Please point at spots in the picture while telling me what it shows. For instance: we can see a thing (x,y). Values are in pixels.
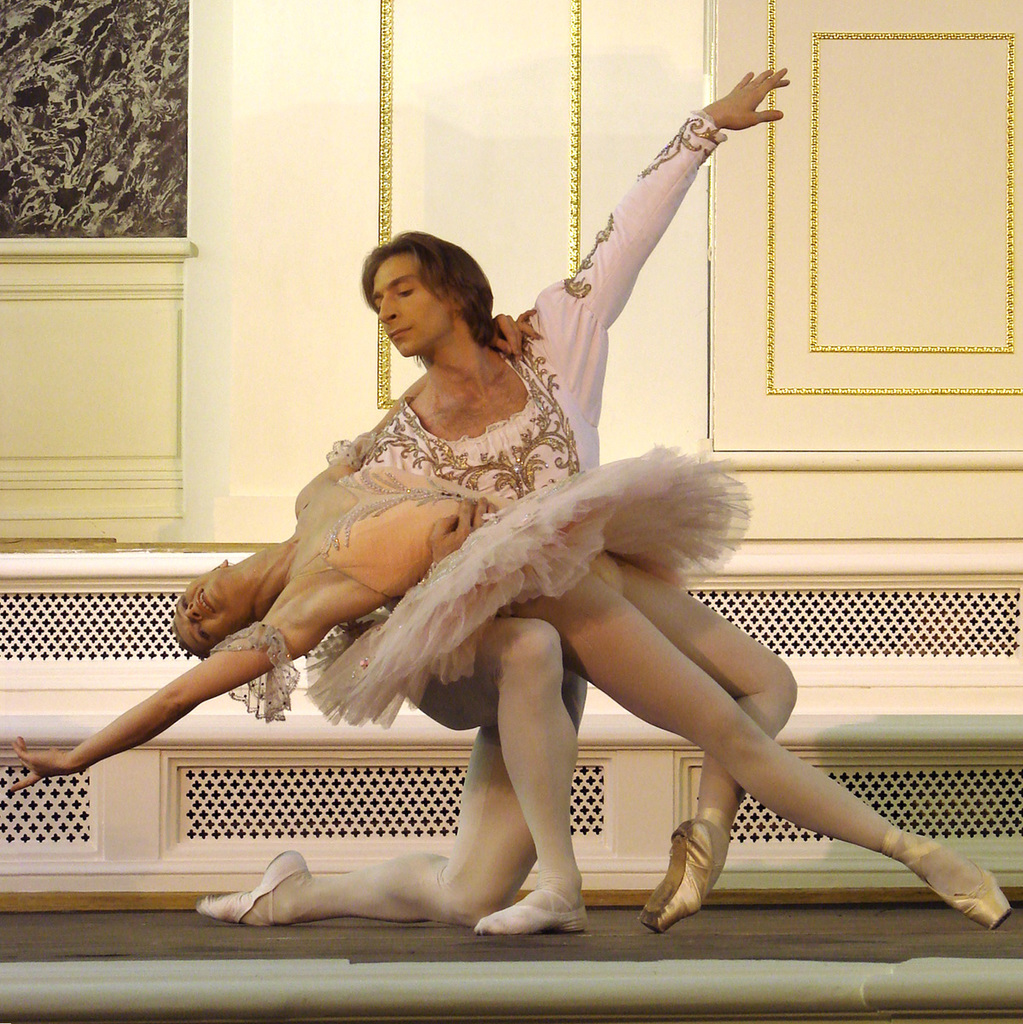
In this picture we can see a man (423,708) and a woman (380,482) dancing and in the background (353,251) we can see wall (582,184).
